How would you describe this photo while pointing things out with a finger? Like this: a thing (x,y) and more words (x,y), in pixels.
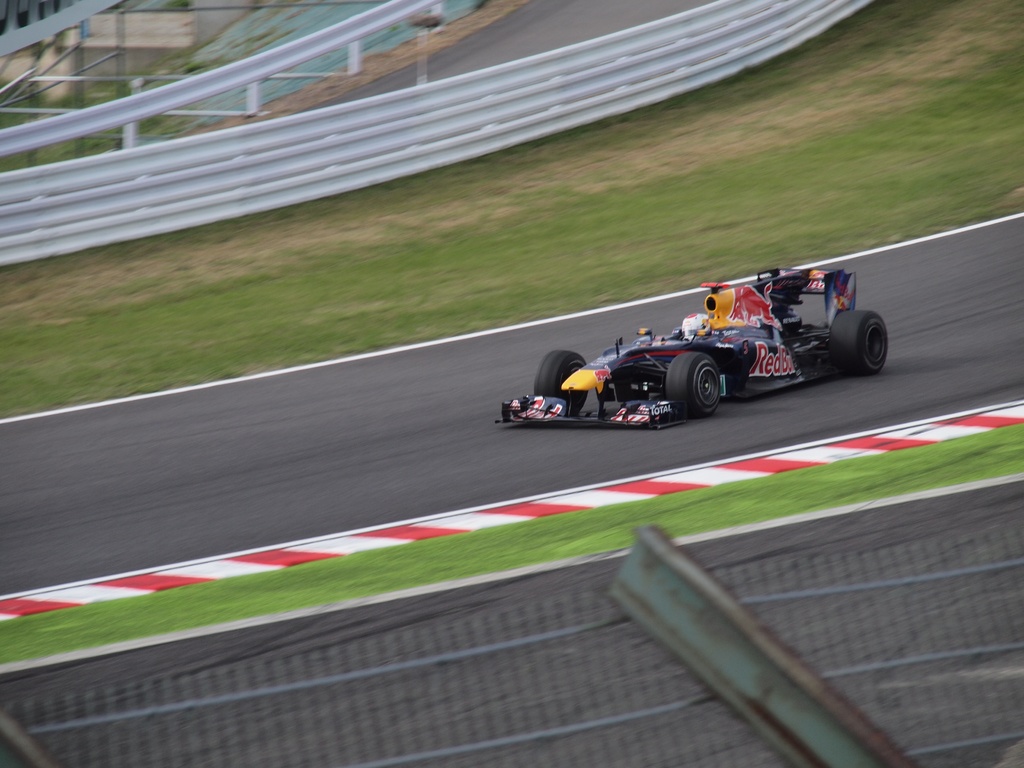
In this image I can see a sports car (665,373) on the road (385,411). In the background (418,308), I can see the grass (458,198) and the railing (398,106).
